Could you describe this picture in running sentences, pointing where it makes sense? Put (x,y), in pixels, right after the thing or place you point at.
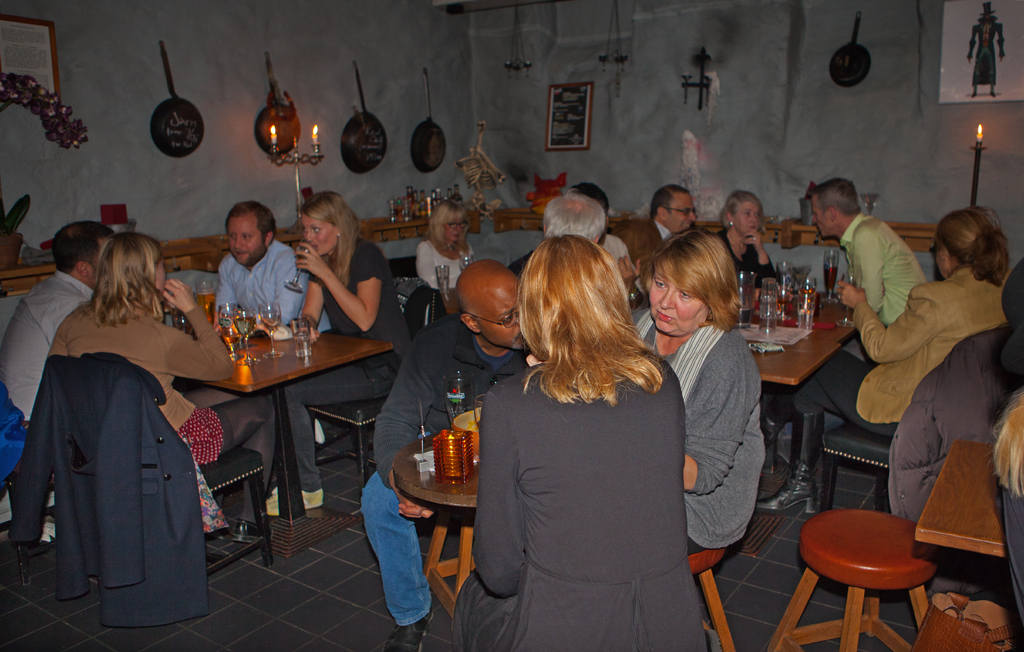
This image is clicked in a room (129,69). There are so many tables (327,349) on that tables (343,355) there are glasses (279,321), bottles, candles (438,448), on the right side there is a candle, on the left side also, there is a candle (302,158), there are pans (168,81) hanging over walls (398,147), there is a photo frame (580,130) in the middle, there are stools (872,554), chairs (866,443). People (796,440) are sitting on stools (714,594) and chairs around that tables (985,516).
